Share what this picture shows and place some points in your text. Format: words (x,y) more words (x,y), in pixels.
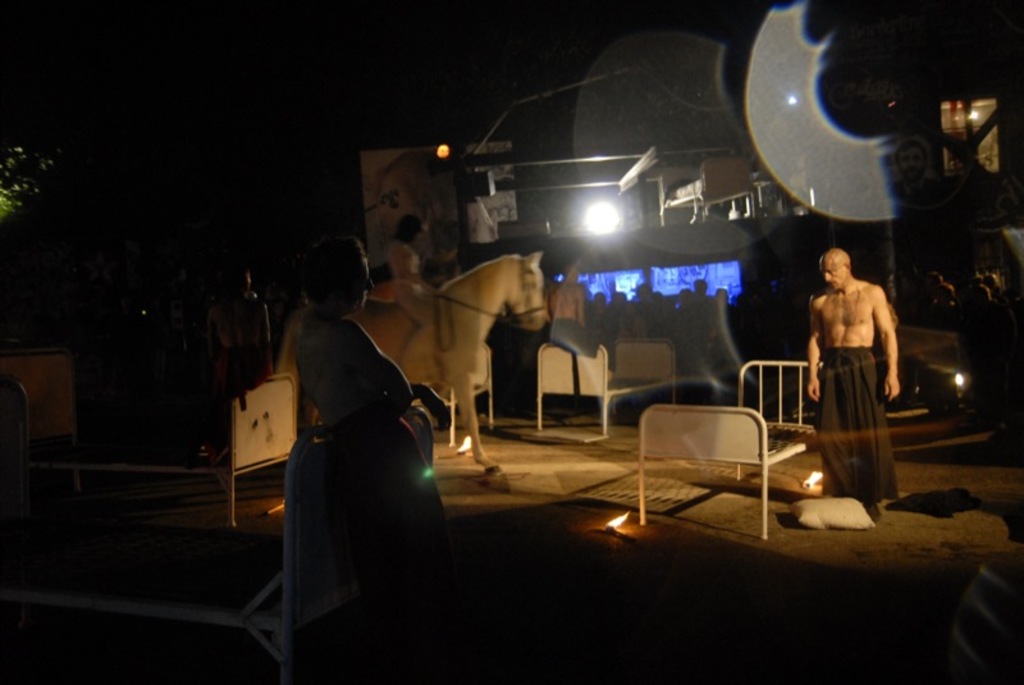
In this picture we can see a performance, we can see few people (845,391), some iron beds (752,417), some lights (604,228) and we can see some objects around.
